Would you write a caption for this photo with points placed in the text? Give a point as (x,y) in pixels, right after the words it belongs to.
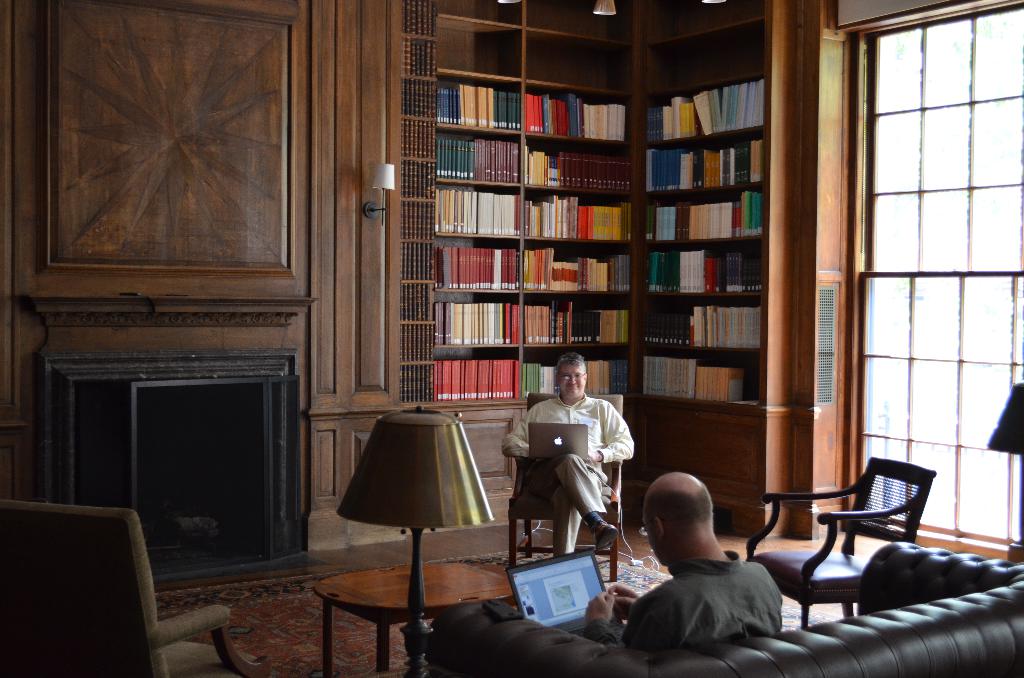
At the bottom of the image (101,607) we can see one chair (218,618), one lamp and one couch (481,658). On the couch (635,658), we can see one person (635,619) is sitting and holding the laptop (526,605) and he is wearing glasses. on the right side of the image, we can see one lamp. In the center of the image (613,435) we can see one carpet (336,614), chairs (552,507), one table (496,584) and one person (573,504) is sitting on the chair (612,484) and he is holding a laptop (577,450) and he is also wearing glasses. In the background (712,236) there is a wooden wall (334,94), glass (926,120), lamps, shelves (656,197), books (579,217) and a few other objects (236,528).
